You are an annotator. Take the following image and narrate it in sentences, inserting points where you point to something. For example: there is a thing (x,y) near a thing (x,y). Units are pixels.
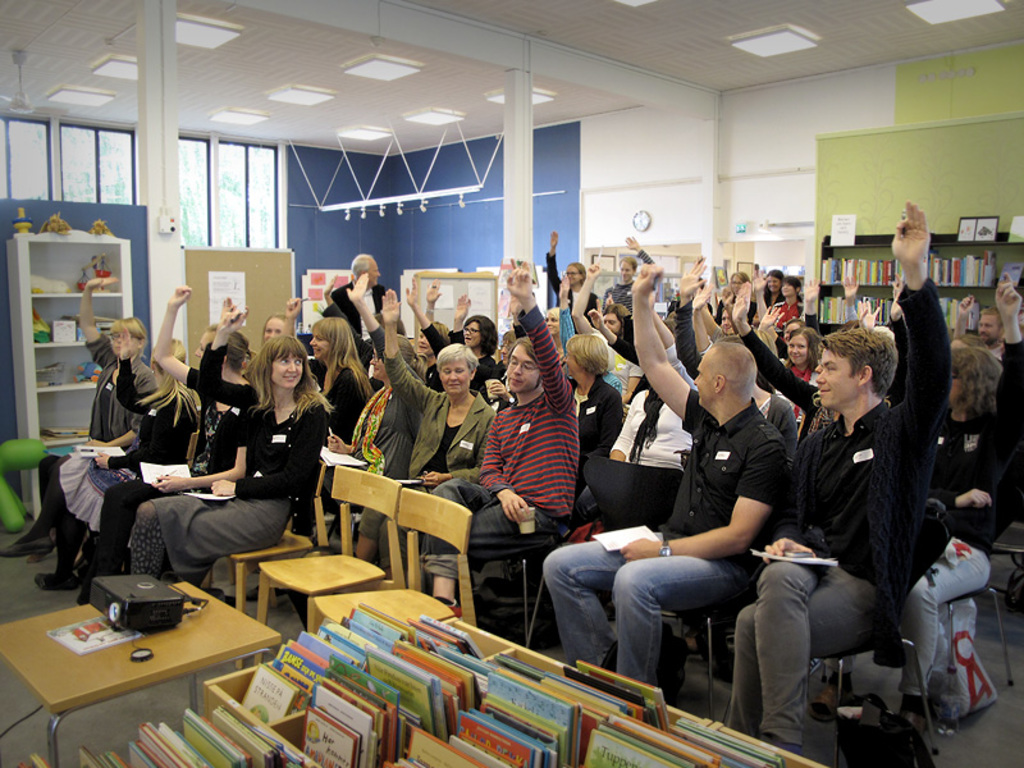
there are people (417,445) sitting on a chair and raising their hands (512,301) there are some books (425,698) in front of them-
